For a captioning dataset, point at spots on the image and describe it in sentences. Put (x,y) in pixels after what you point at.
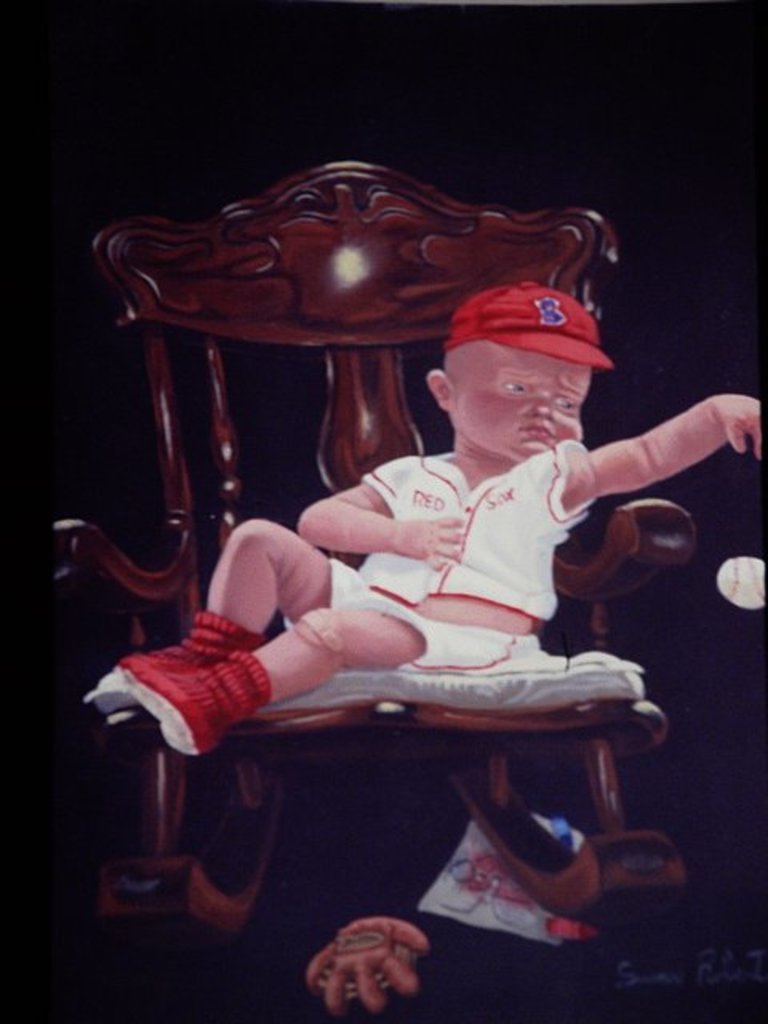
It is an edited image. In this image I can see a boy (392,645) is sitting on the chair (366,236). There are objects (335,985). In the background of the image (425,40) it is dark.
